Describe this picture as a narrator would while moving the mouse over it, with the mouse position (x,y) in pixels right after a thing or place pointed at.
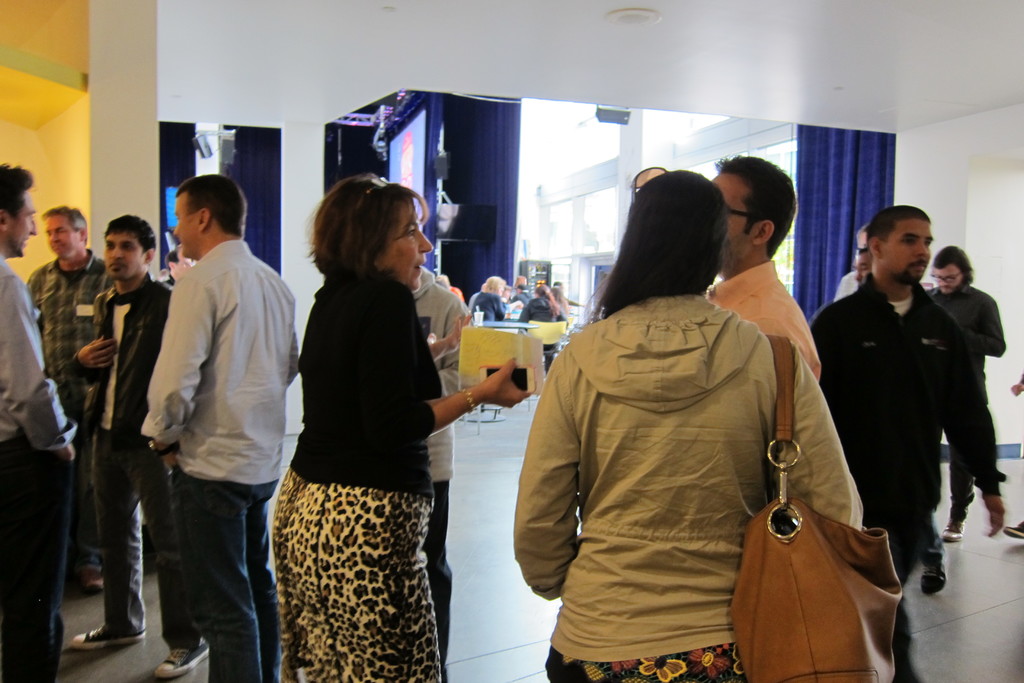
In this picture I can see few people (700,378) standing and few people (556,302) seated and I can see a woman (745,495) wore a hand bag (820,596) and another woman (392,270) holding papers (495,357) and a mobile (526,374) in her hand (506,383) and I can see few chairs (558,327) and tables (494,329) and I can see windows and curtains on the right side (704,147).
